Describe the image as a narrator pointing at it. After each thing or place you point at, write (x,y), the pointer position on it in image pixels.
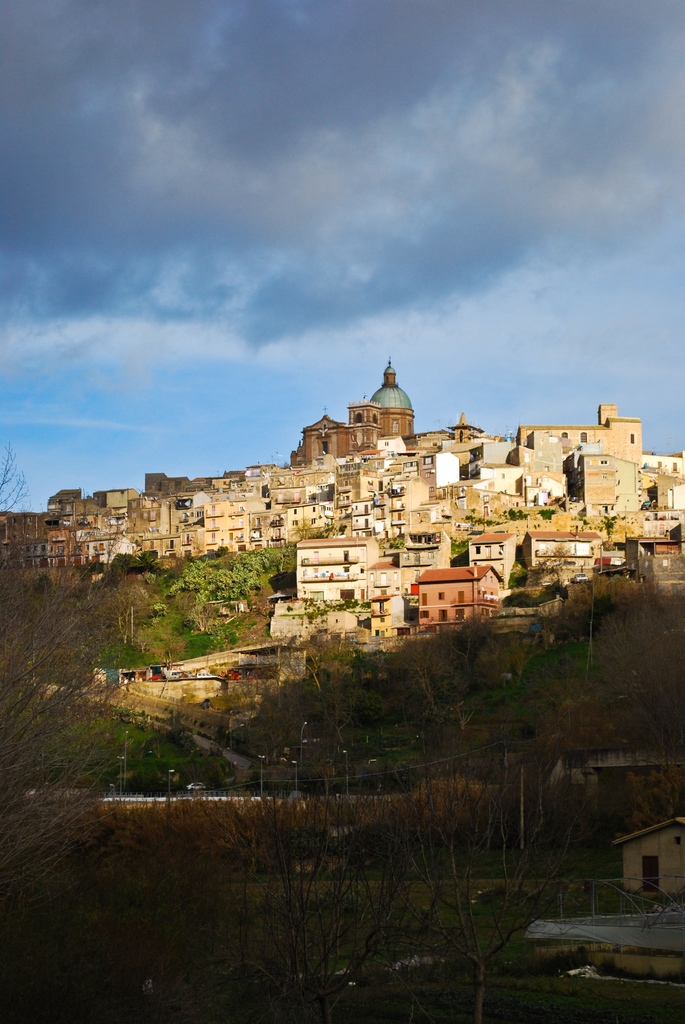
In this image, there are a few buildings (531,427), poles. We can see the ground (472,888). We can see some grass (500,912), plants (205,840) and trees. We can also see the sky (491,249) with clouds (532,14).
